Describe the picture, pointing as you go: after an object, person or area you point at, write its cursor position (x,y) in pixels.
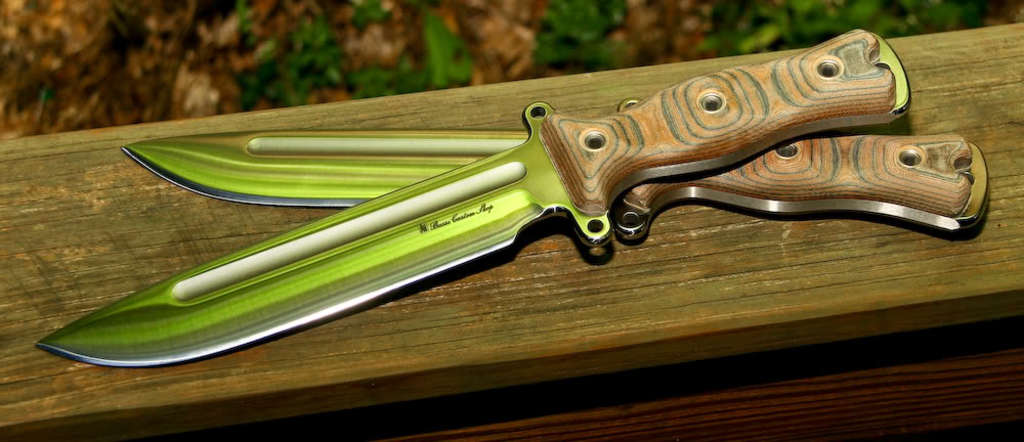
In this image there are two knives (454,179) on the wooden platform (94,253).
